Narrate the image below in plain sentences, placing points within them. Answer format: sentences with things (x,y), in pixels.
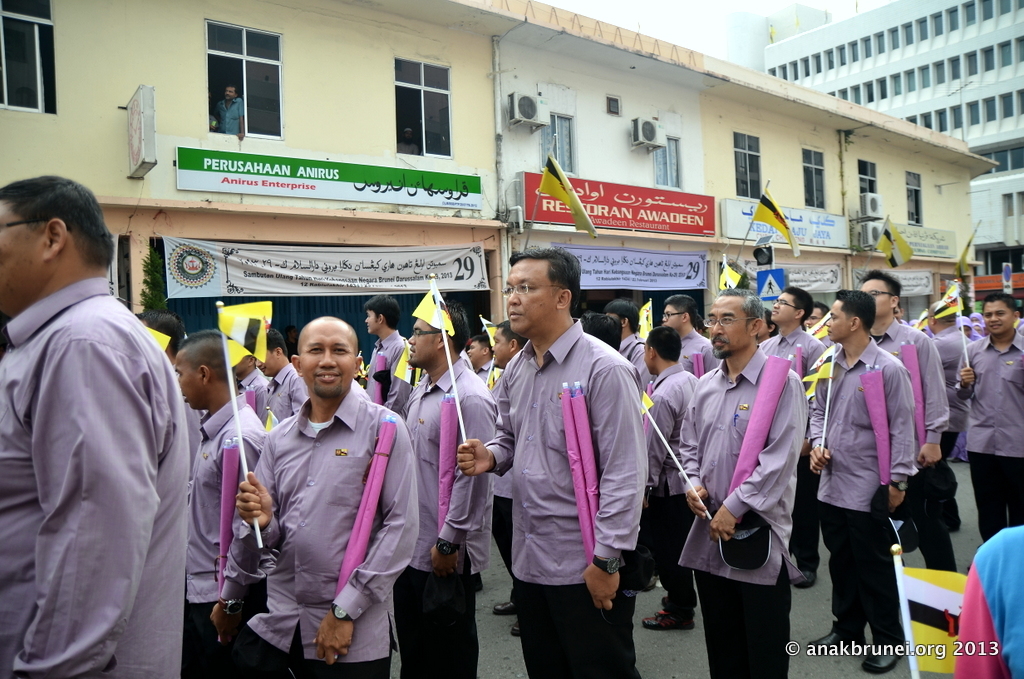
In this image, we can see people (340,429) standing and holding flags (646,404). In the background (720,136), there are buildings (789,102) and we can see windows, name boards (638,216), sign boards (913,246) and at the bottom (649,642), there is road (800,654) and we can see some text (914,647) written, on the bottom right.
